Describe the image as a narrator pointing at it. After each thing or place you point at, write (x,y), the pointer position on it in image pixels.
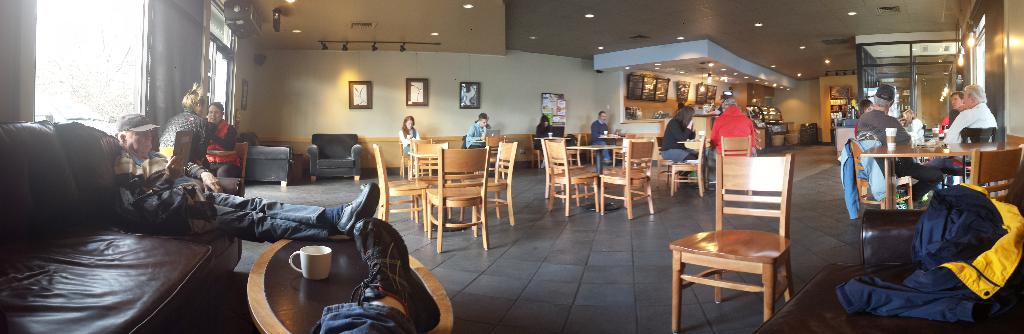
In the image we can see there are people (685,130) who are sitting on chair (636,152) and a man (233,216) is sitting on sofa (96,208), he is leaning his leg (302,237) on the table (345,259).
